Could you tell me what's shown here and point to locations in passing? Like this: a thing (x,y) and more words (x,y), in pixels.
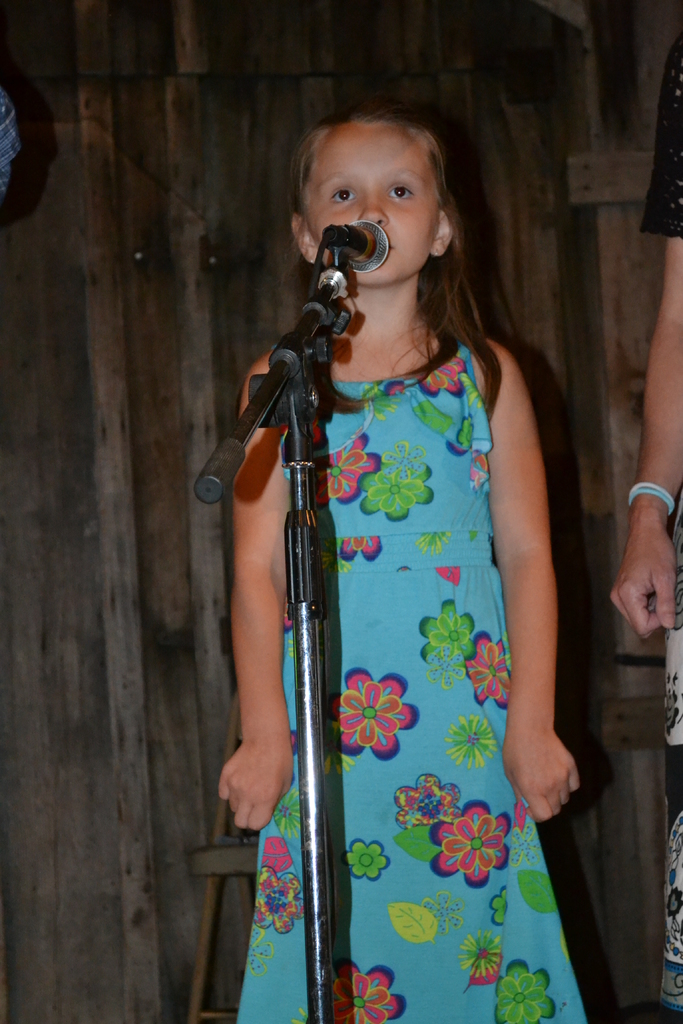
In this image in the foreground (392,797) there is one girl (351,568) who is standing, in front of her there is one mike (295,449) and on the right side (660,356) there is another person's hand (653,509) is visible. And in the background (570,582) there is a wooden wall (552,210), and some objects (232,863).
